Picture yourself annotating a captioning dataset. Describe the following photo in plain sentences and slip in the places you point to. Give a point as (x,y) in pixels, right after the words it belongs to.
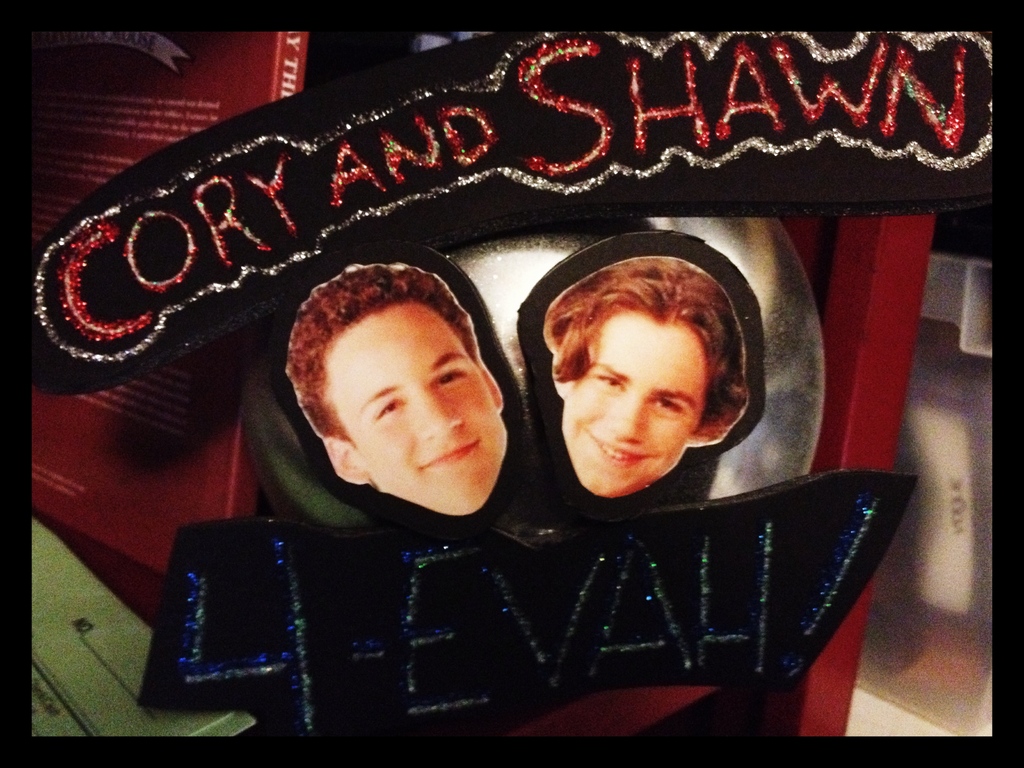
In this picture we can see the faces (313,365) of people (703,372). We can see there is something written with glitters (642,136). On the left side (222,72) we can see a book (130,130). Background (963,408) portion of the picture is blur.
